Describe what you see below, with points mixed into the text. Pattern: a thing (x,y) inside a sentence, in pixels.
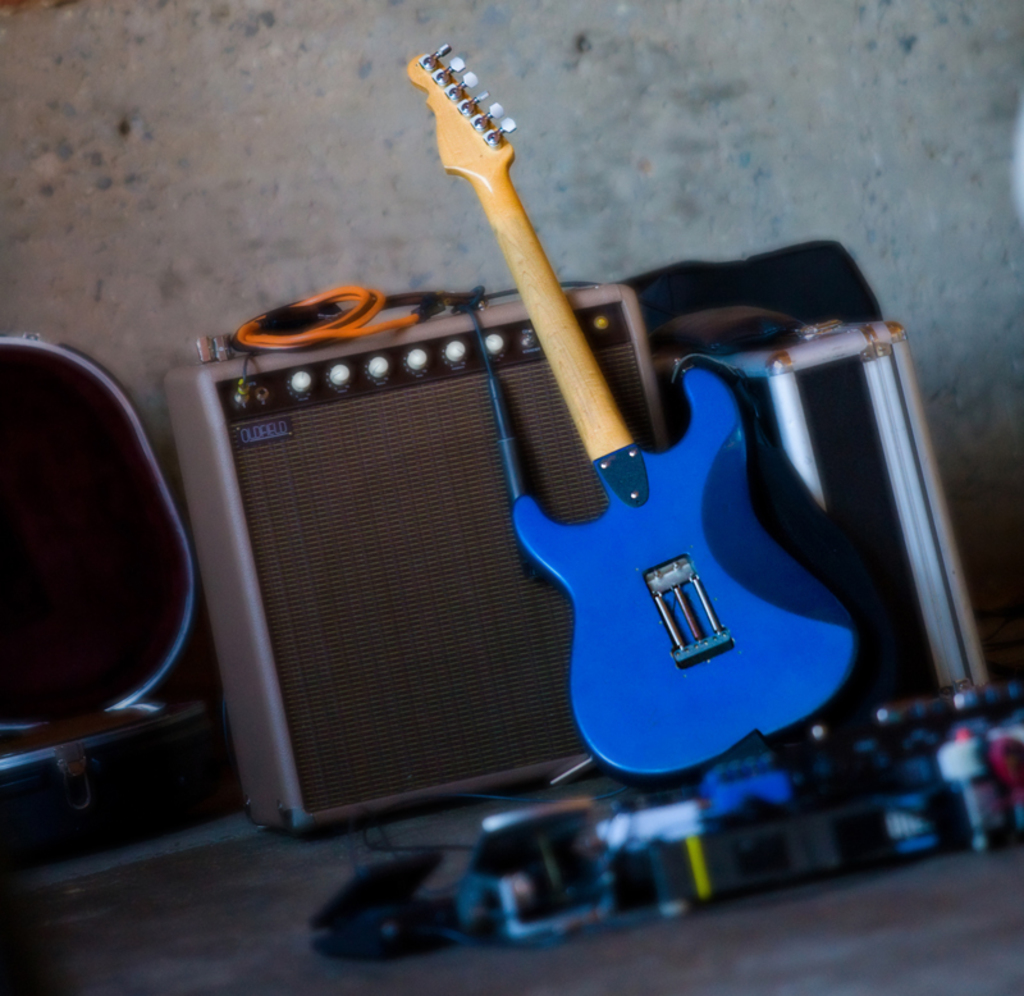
In this image we can see things (718,691) like guitar (606,657), speaker (356,614) and an object (823,508). At the bottom (623,782) there is a floor (446,969). In the background (190,217) there is a wall (378,89).
